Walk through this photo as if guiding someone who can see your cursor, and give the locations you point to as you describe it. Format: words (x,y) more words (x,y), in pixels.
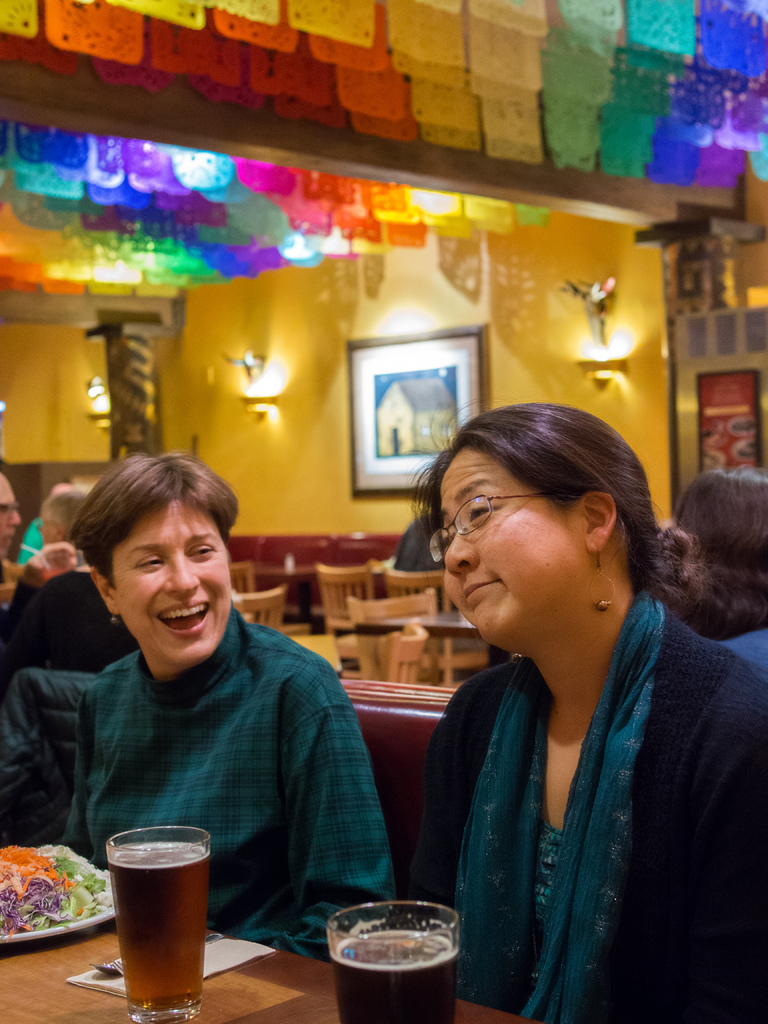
In this picture we can see two woman (505,744) sitting on chair (413,839) and they are smiling and in front of them we have glass (352,951) with drinks (135,952) in it, plate (89,921) with some food item (54,916), spoons (117,965) on table (103,948) and in background (203,431) we can see wall (498,345) with frames (394,345), lights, chairs (397,653), some more persons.
